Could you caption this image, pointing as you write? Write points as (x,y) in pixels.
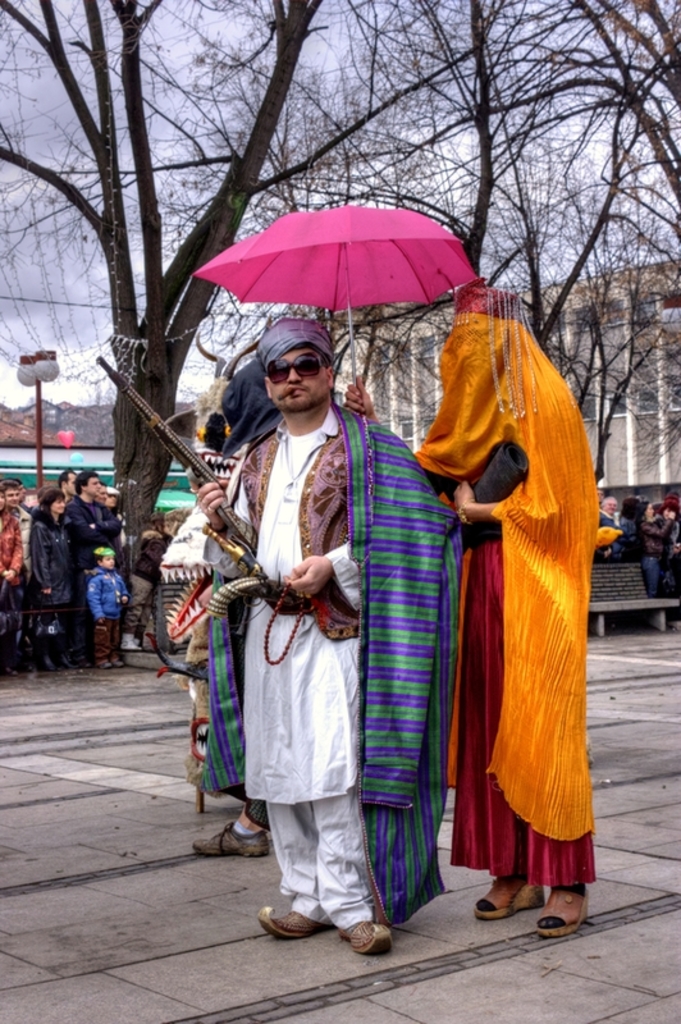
In this image there are people (311,570) standing wearing costumes (286,517) and holding a gun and an umbrella (348,276) in their hands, in the background (5,569) there are people (5,569) standing and there are trees (446,215) buildings (85,469) and the sky (74,278).
